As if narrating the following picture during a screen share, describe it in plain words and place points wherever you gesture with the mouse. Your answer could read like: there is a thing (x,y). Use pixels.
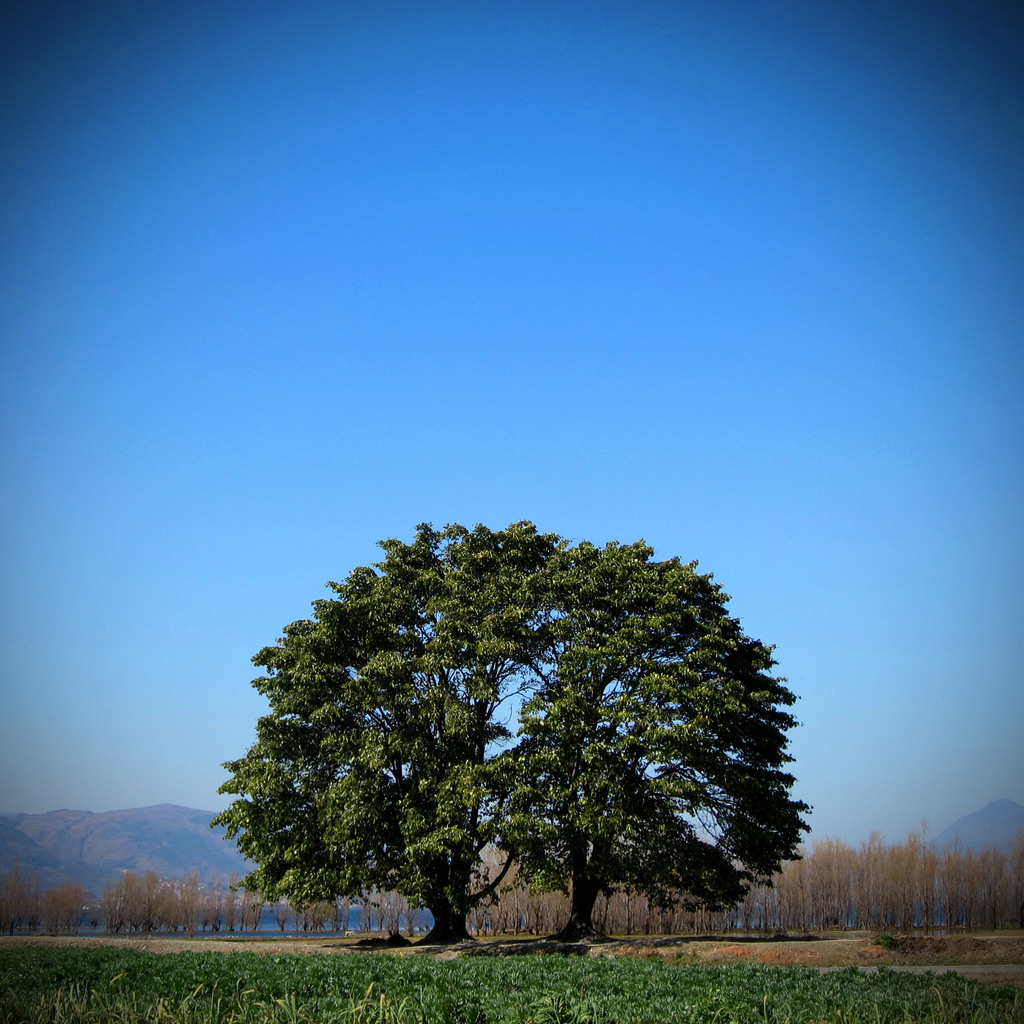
In this image I can see few plants (471,989) on the ground (711,938) which are green in color, the ground (724,945) and a huge tree (631,801) which is green and black in color. In the background (286,905) I can see few trees (317,905) which are brown in color, few mountains (179,816) and the sky (820,631).
